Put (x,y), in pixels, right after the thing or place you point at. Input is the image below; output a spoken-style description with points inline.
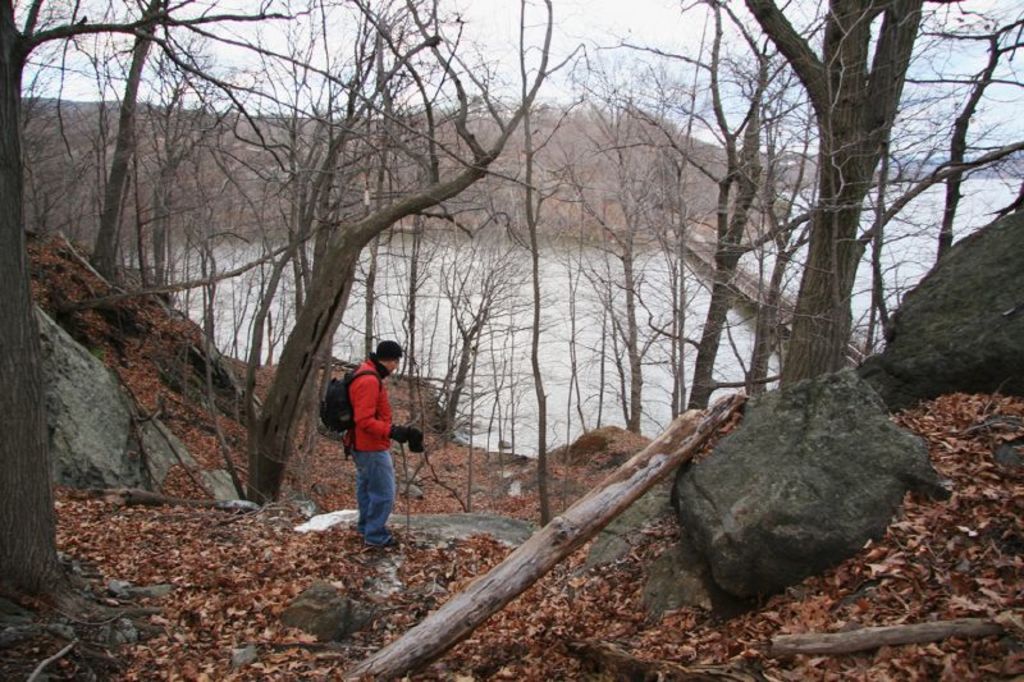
There is a person (381,396) wearing orange jacket (388,402) is standing and carrying a bag (345,390) on his back (362,379) and there are few dried trees (511,243) and water (591,249) in the background (537,258).
